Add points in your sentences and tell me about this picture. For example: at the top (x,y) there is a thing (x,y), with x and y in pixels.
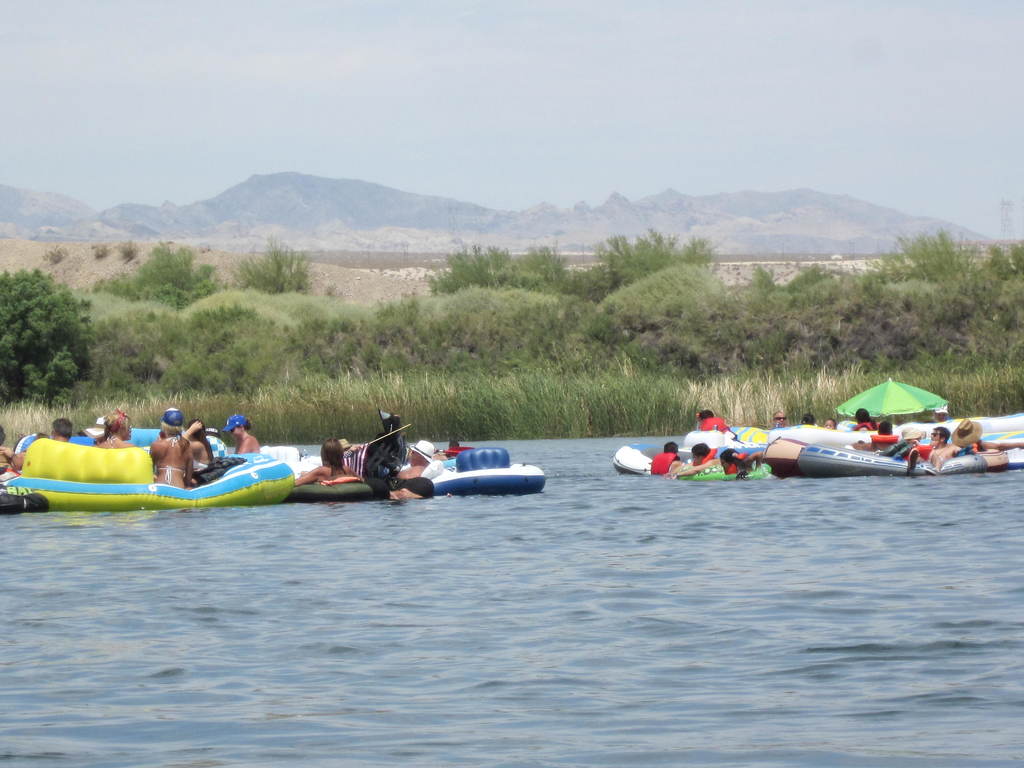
This image consists of many people (111,417). They are boating in the tube boats (87,488). At the bottom (596,616), there is water (556,541). In the background (551,327), there are many plants (424,311) and trees (68,326) along with the mountains (531,237). At the top (454,107), there are clouds (151,79) in the sky (134,121).
